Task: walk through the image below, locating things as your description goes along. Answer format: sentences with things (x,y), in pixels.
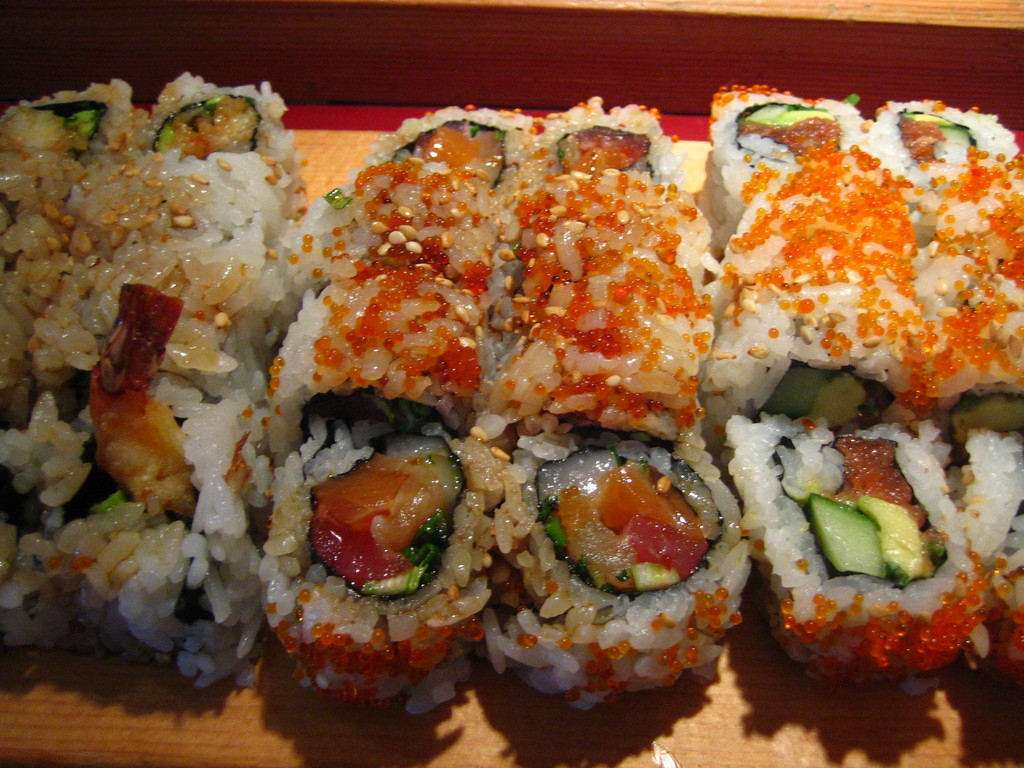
In this image I can see few food items (476,464) which are white, green, cream, red and orange in color on the cream colored surface (338,169).
